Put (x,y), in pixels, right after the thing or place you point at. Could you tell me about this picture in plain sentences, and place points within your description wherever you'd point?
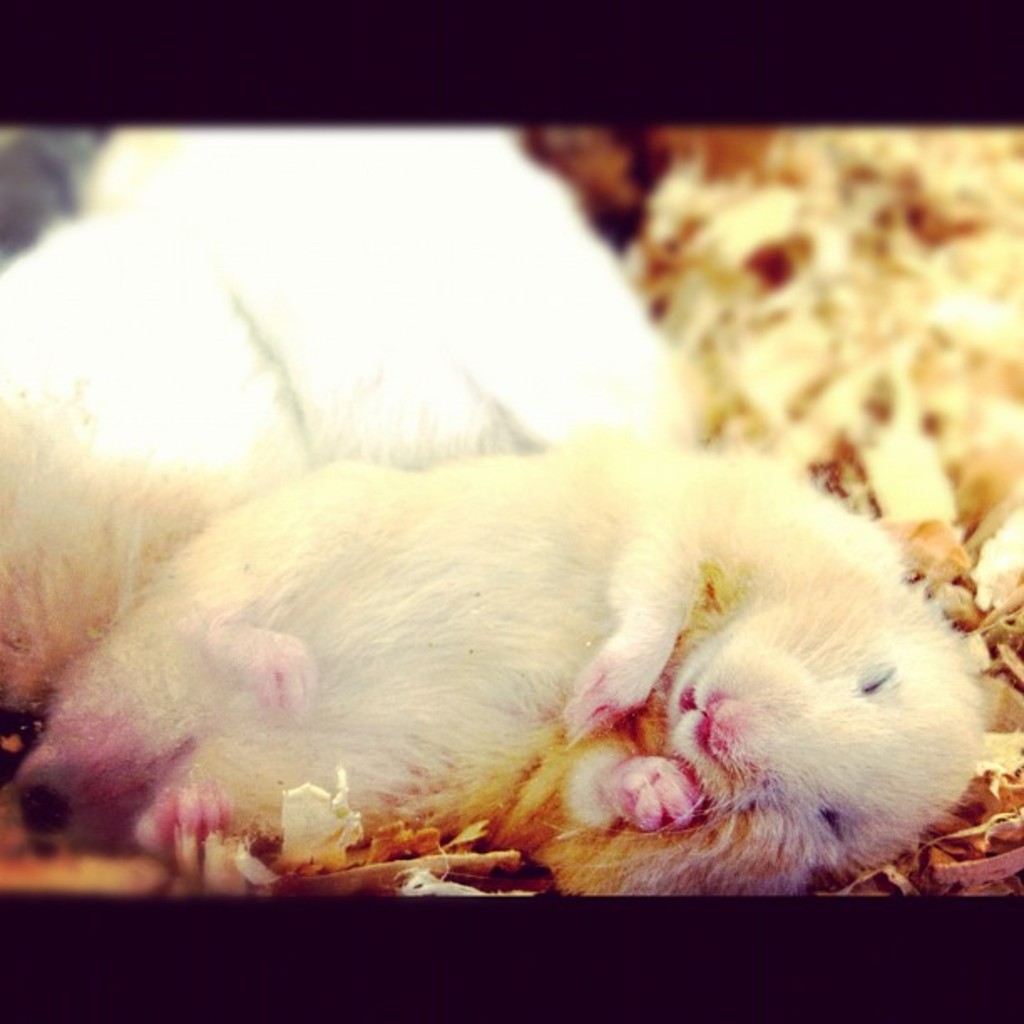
In this image, we can see two hamsters (372,704) and some objects (1011,782). Background (984,306) there is a blur view. At the top (284,60) and bottom of the image (252,958), we can see black color borders (561,17).
